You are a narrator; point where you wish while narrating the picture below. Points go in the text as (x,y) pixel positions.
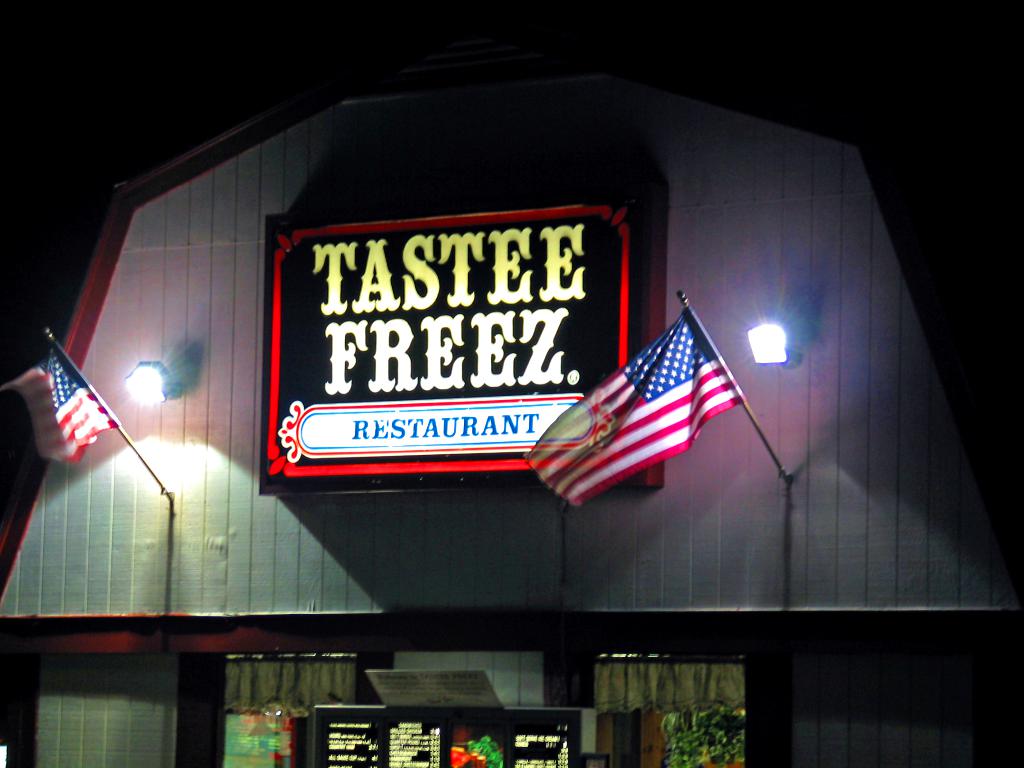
Here in this picture we can see an hoarding (449,235) present on the store (241,320) over there and on the either side of that we can see lights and flag posts (645,406) present and at the bottom (419,727) we can see monitor screens (492,721) present inside that over there.
